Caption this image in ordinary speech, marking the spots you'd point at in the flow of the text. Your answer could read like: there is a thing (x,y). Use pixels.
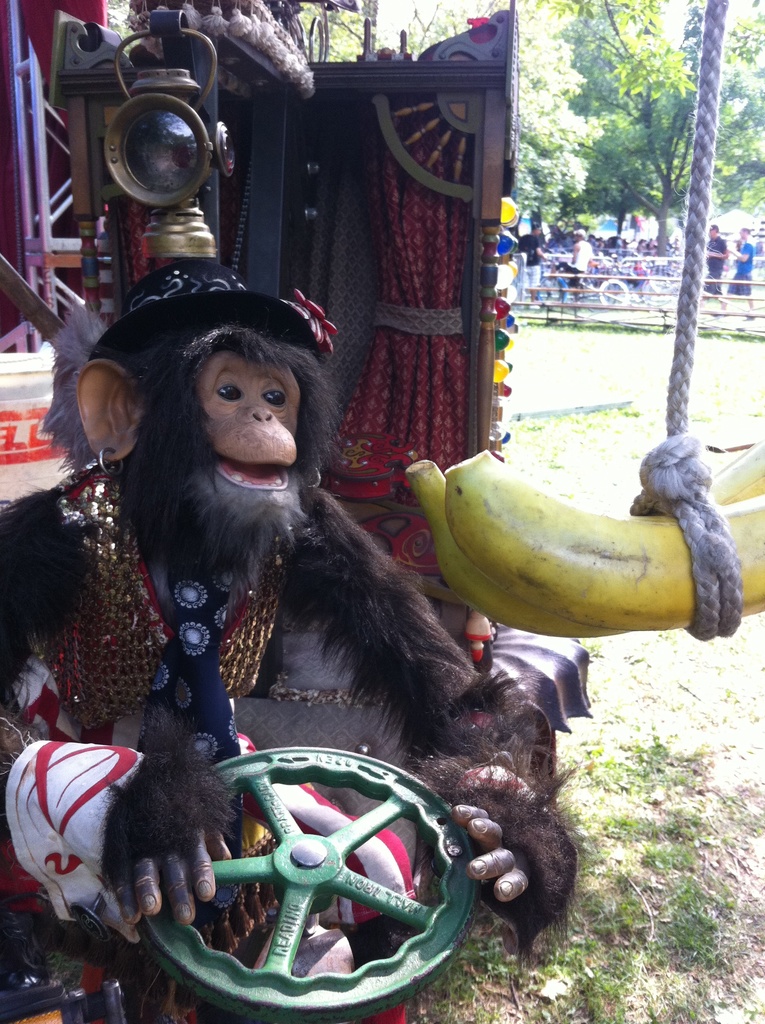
In this image we can see the toys (236,463). Behind the toys (183,331), we can see wooden objects (86,207) and curtains (349,341). There is a rope (684,425), bananas (685,574) and grassy land (706,717) on the right side of the image (666,693). In the background (541,231), we can see fence (625,279), people (579,278), bicycles (625,298) and trees (553,56).
